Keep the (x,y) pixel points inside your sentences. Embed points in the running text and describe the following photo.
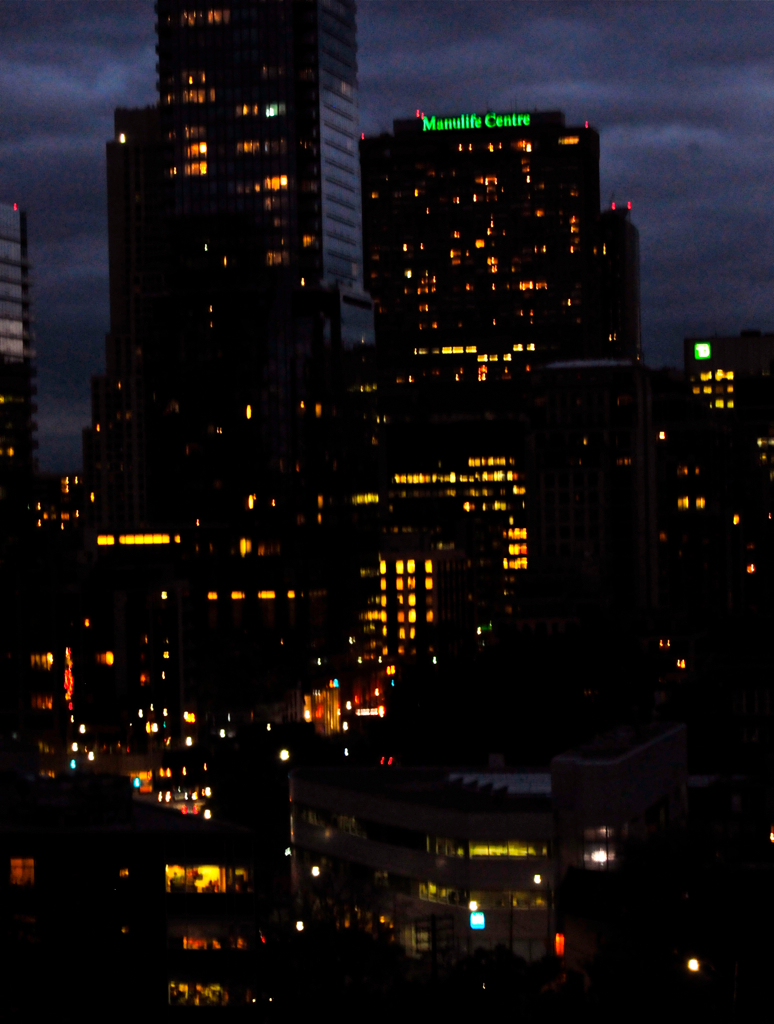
In this image we can see buildings (372,670). In the background (641,83) there are clouds (432,55) and sky (730,257).
